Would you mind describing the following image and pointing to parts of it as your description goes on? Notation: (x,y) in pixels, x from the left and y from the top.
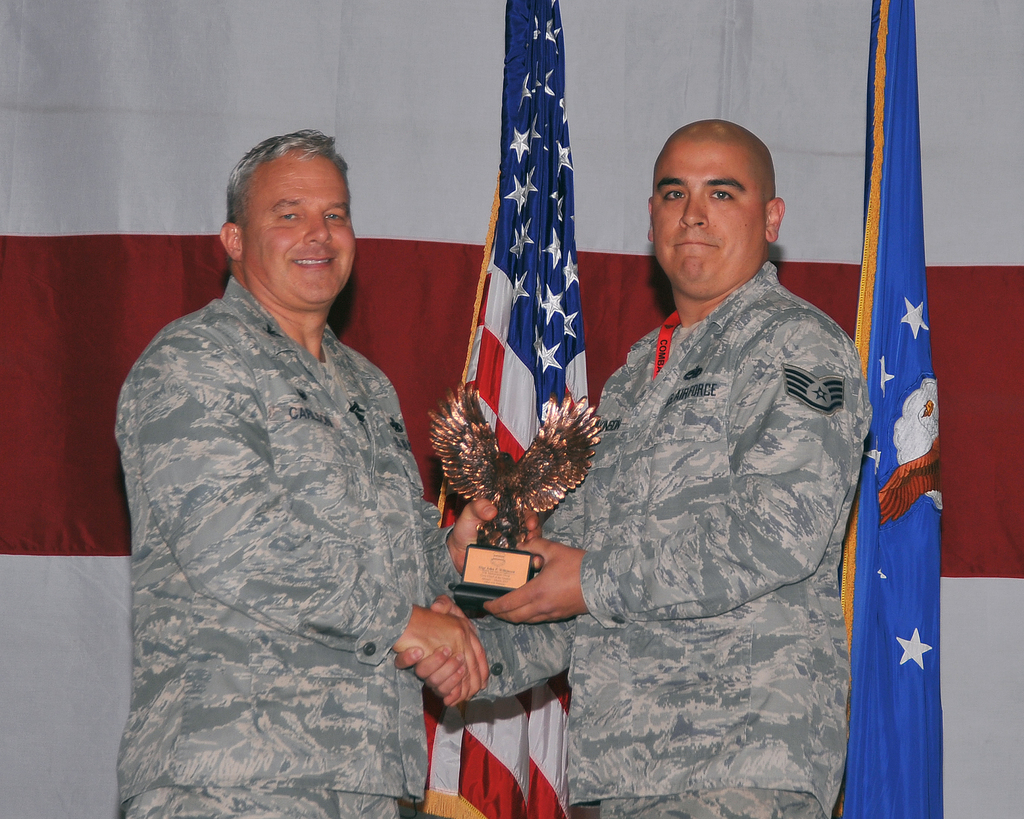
In this image these two persons (597,570) standing and holding a award (505,540) in their hands (578,586), in the background (910,62) there are flags (892,145) and a curtain (3,8).
